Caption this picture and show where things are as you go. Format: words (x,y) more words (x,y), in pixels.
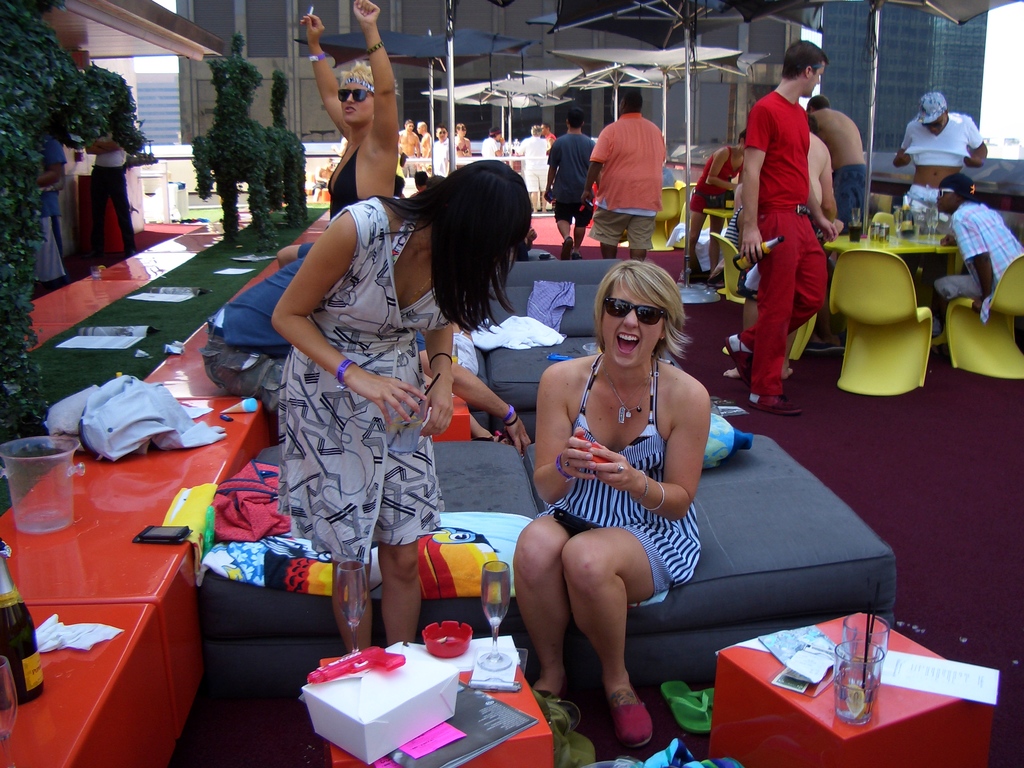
In the center (680,499) we can see two persons (640,419). One woman (301,417) standing and the other woman (586,460) sitting on the bed (451,574). In front (900,738) there is a tables (897,723), on the left we can see one big table (139,529). On table (124,483) there is a glass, wine bottle (21,629), phone (168,536) and cloth (149,390). In the background (671,123) there is a tree (19,105), grass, building (504,15) and few more persons (789,166) were standing and sitting around the table (710,208).
